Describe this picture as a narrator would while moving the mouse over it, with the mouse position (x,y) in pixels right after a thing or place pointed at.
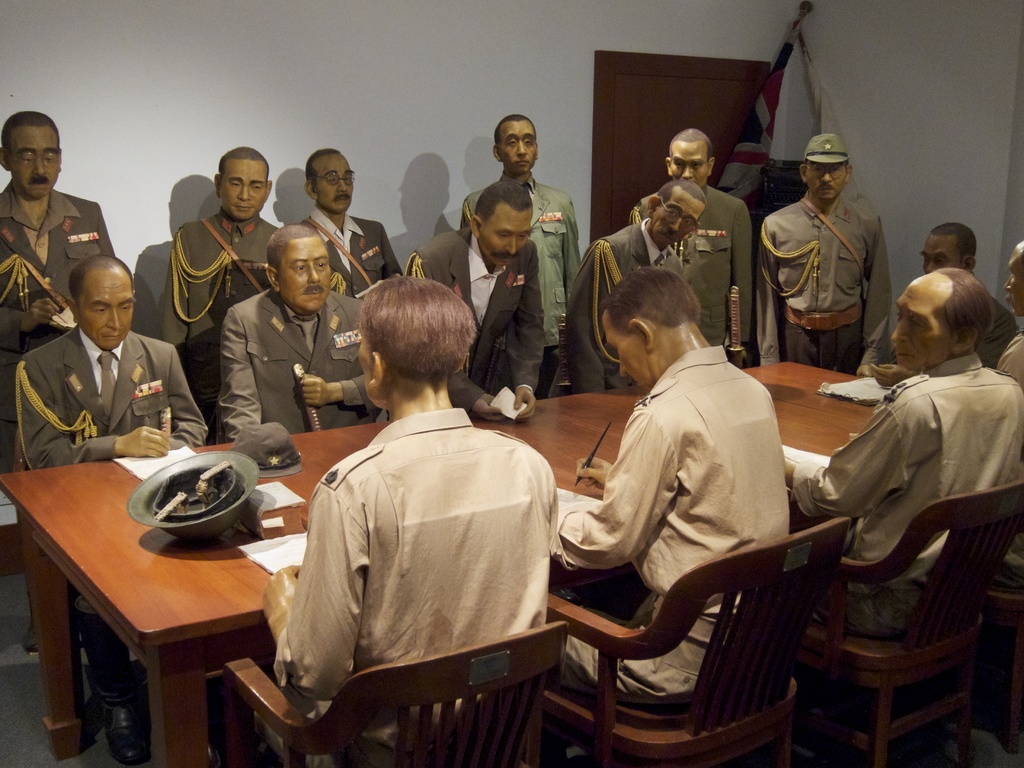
In this picture we can see few people (617,552) are sitting on the chairs (397,730). This is the table (161,591), on the table (224,577) there is a cap (281,450), papers (253,555), and helmet (205,507). Even we can see few people (507,198) are standing on the side. And this is the wall (334,63), and there is a door (642,115).
